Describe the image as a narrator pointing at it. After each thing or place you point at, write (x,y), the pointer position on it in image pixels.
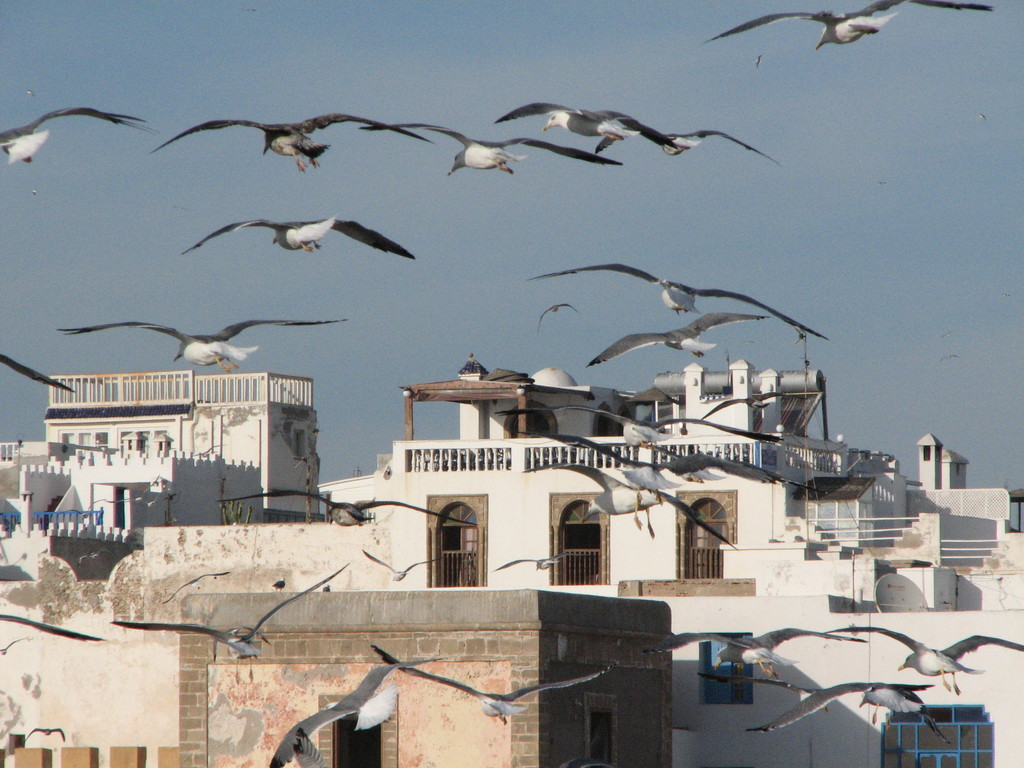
In this image there are some buildings (569,528) at bottom of this image (669,606). There are some doors (585,525) as we can see in middle of this image (469,504). There are some birds (612,506) are at top of this image (577,130) and bottom of this image (471,691), and there is a sky (762,158) in the background (291,212).
